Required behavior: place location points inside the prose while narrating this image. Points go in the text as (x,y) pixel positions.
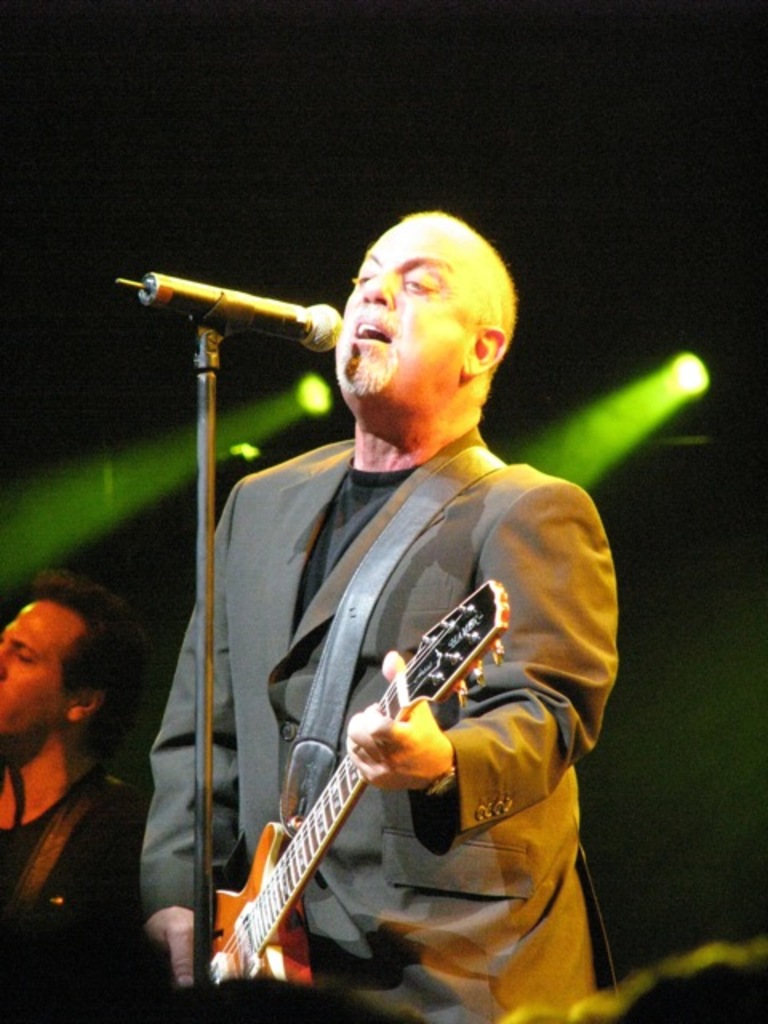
A man (430,388) is singing with a mic (260,301) in front of him and playing guitar (332,810). There is a man (109,923) beside him.
